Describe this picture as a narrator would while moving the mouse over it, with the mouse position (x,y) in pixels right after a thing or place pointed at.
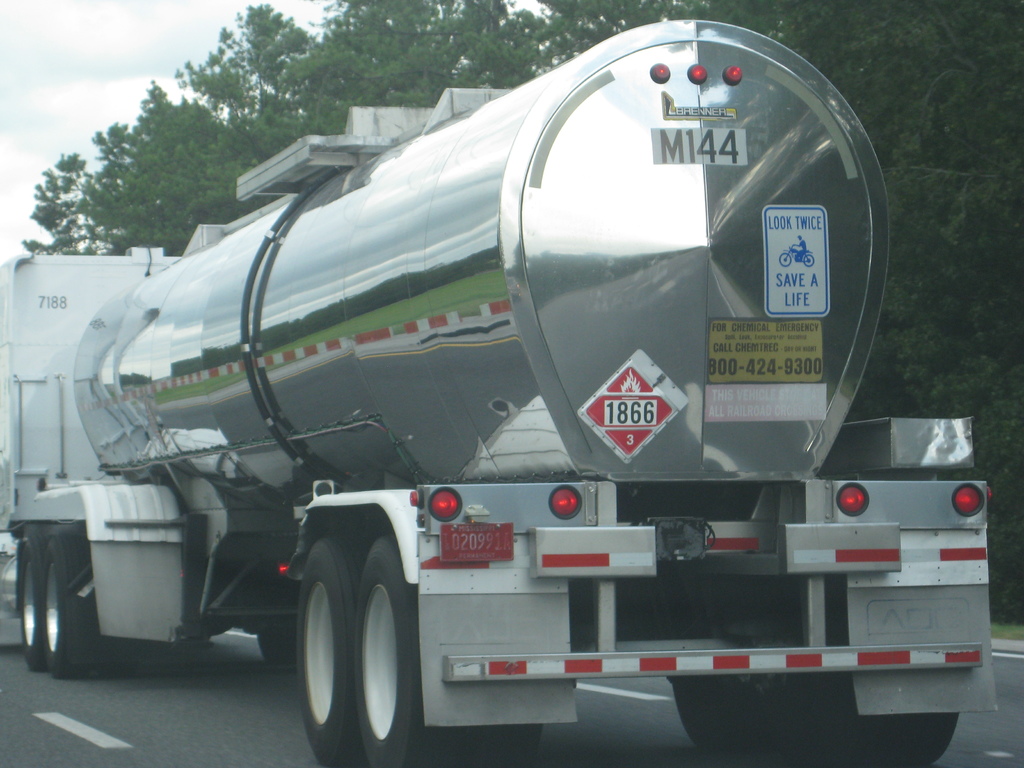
There is a vehicle (437,673) on the road (169,721). Here we can see posters (797,297) and lights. In the background (870,21) there are trees (410,67) and sky (140,49).
